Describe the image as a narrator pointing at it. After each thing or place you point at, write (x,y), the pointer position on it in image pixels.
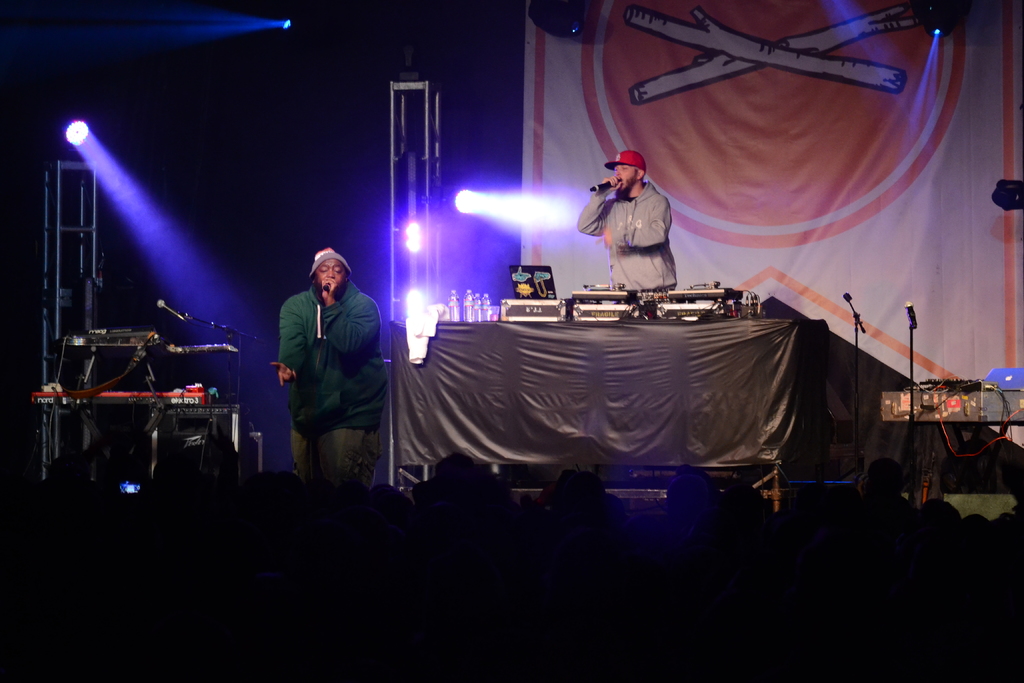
In this image in the front (297,508) there are persons (520,545). In the center (370,349) there are musicians (347,337) performing on the stage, holding mics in their hands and there are musical instruments (609,312), bottles (477,304), mics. In the background (815,114) there is a banner (779,125) which is white and orange in colour and there are lights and stands (404,169).
